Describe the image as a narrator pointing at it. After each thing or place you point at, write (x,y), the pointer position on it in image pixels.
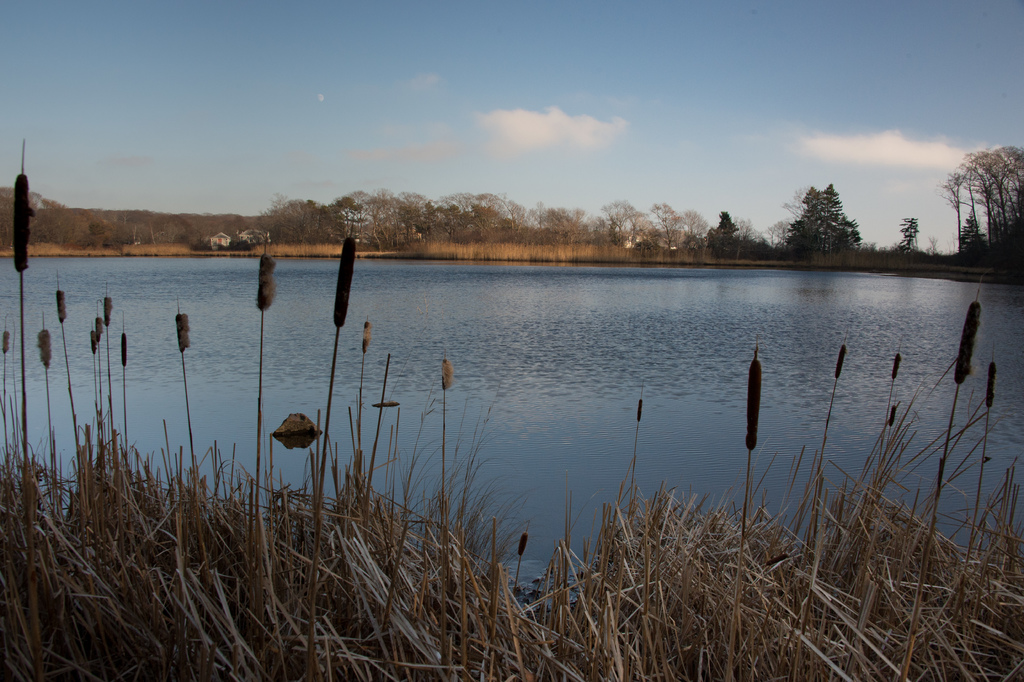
This is water (648,415) and in the long back side there are trees (456,225). At the top (442,105) it's a sunny sky (510,126).
